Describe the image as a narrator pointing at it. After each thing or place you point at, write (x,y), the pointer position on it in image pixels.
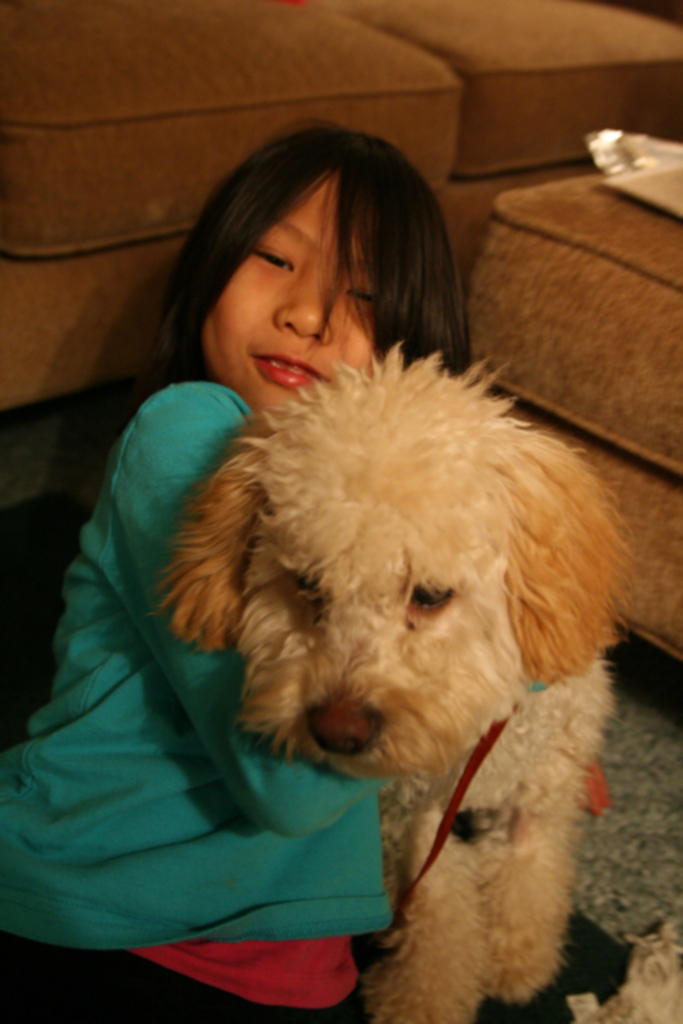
This image consists of sofas (645,67) in the top (527,333) and in the middle (233,371) there is a kid (193,646) who is holding a dog (422,728). That kid (200,832) wore blue color shirt (202,829) and red color pant (284,964). There is something on the Sofa (635,232) on the right side (641,145).
